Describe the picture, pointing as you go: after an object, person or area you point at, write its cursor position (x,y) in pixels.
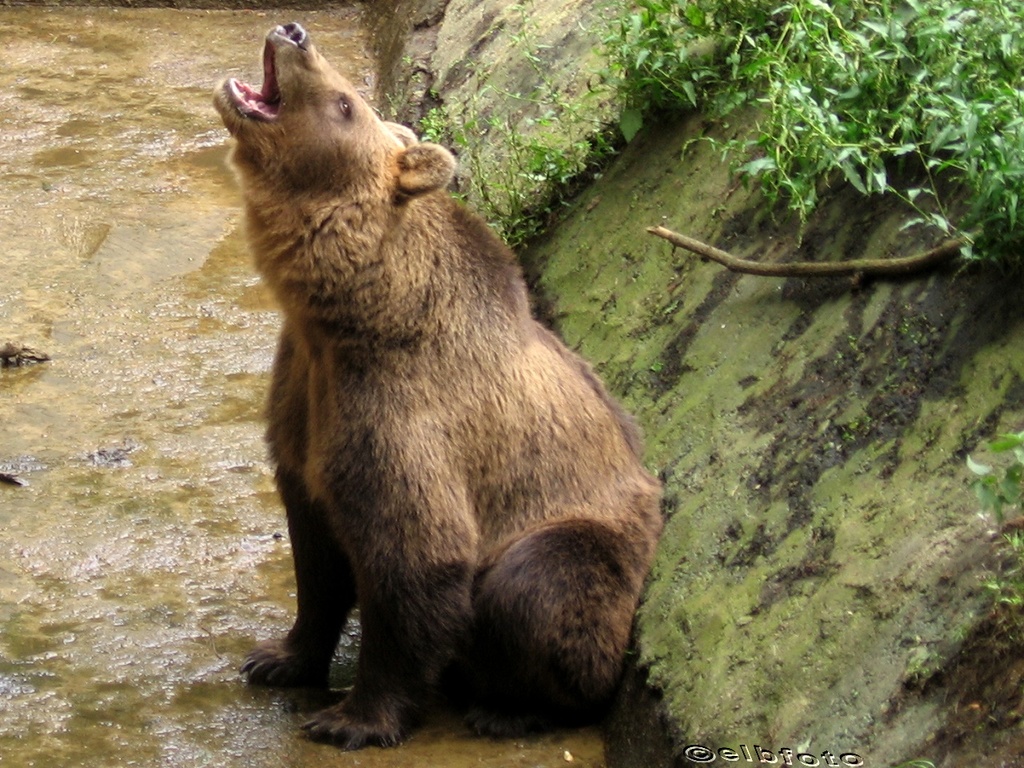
In this image, at the middle (559,500) we can see a brown color bear (531,421), there is some water (76,344) on the ground (76,281), at the right side (758,509) there is a wall (723,196) and there are some green color plants (827,85).
